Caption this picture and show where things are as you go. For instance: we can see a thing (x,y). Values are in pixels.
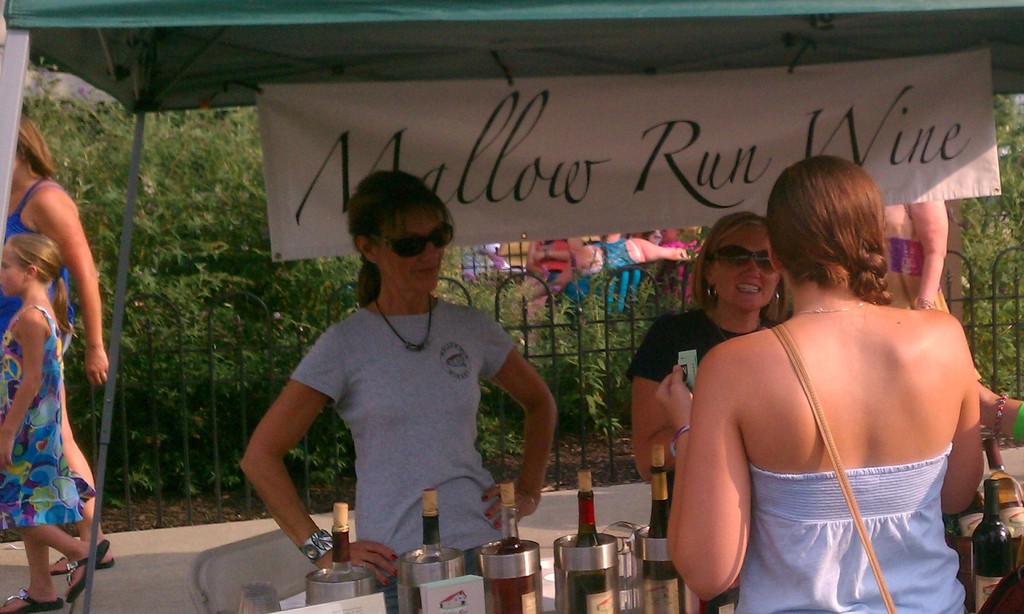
In this picture there is a table (284,558) where wine bottles (663,585) are kept and there are people (691,427) exchanging them and in the background (322,173) we observe a poster (290,235) attached named as MALLOW RUN WINE.
